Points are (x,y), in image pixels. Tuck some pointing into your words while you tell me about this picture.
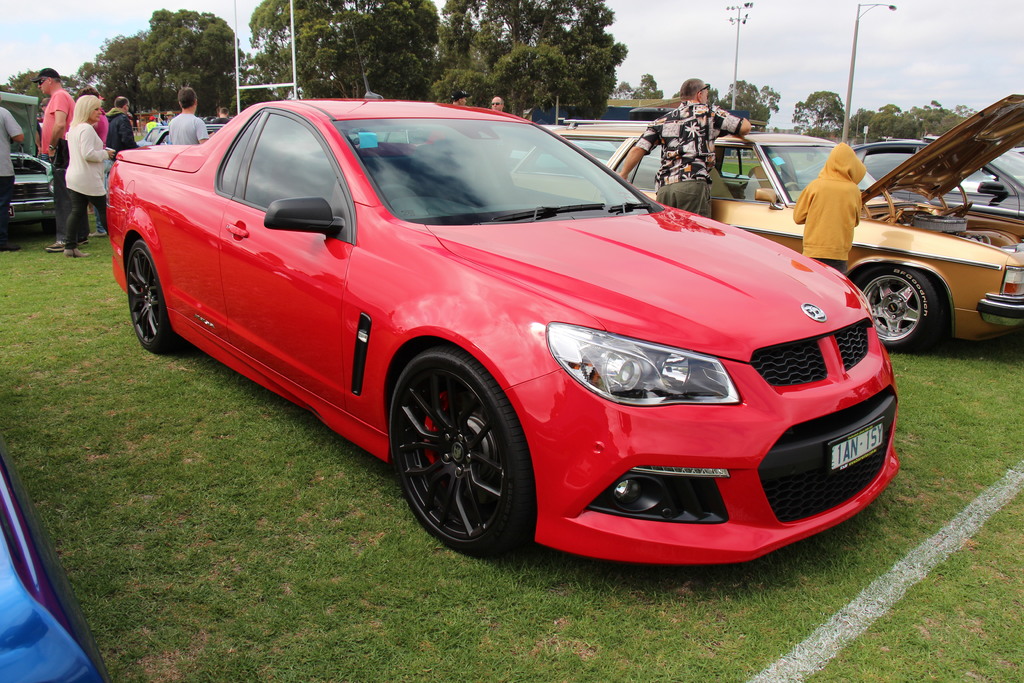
This image is taken outdoors. At the top of the image (935,54) there is a sky (682,38) with clouds (906,46). At the bottom of the image (758,624) there is a ground (319,622) with grass (322,544) on it. In the background (448,92) there are many trees (470,53) with leaves (743,98), stems (325,72) and branches (402,72). There are two poles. In the middle of the image (458,279) many cars (278,197) are parked on the ground (794,566). A few people (851,163) are standing on the ground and a few (147,123) are walking.
